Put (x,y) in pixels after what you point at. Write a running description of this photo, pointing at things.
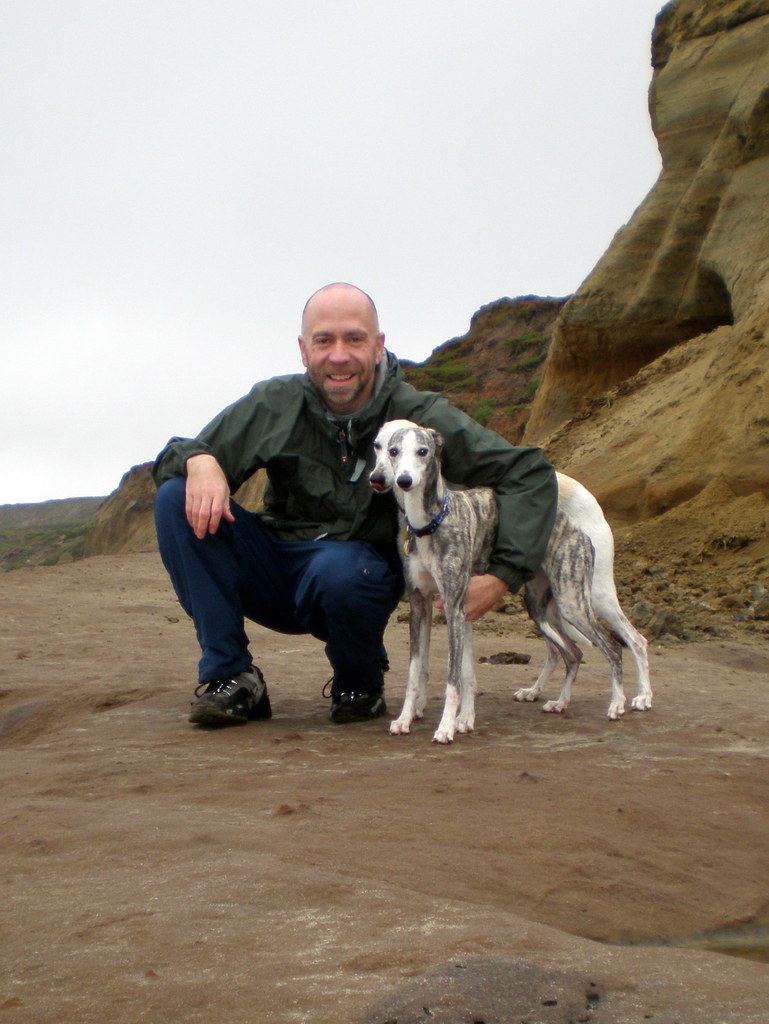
In this image there is a man (273,613) squatting on a land (718,814) holding two dogs (473,548) with his hand (470,605), in the background (409,344) there is a hill (710,370) and the sky (113,307).
